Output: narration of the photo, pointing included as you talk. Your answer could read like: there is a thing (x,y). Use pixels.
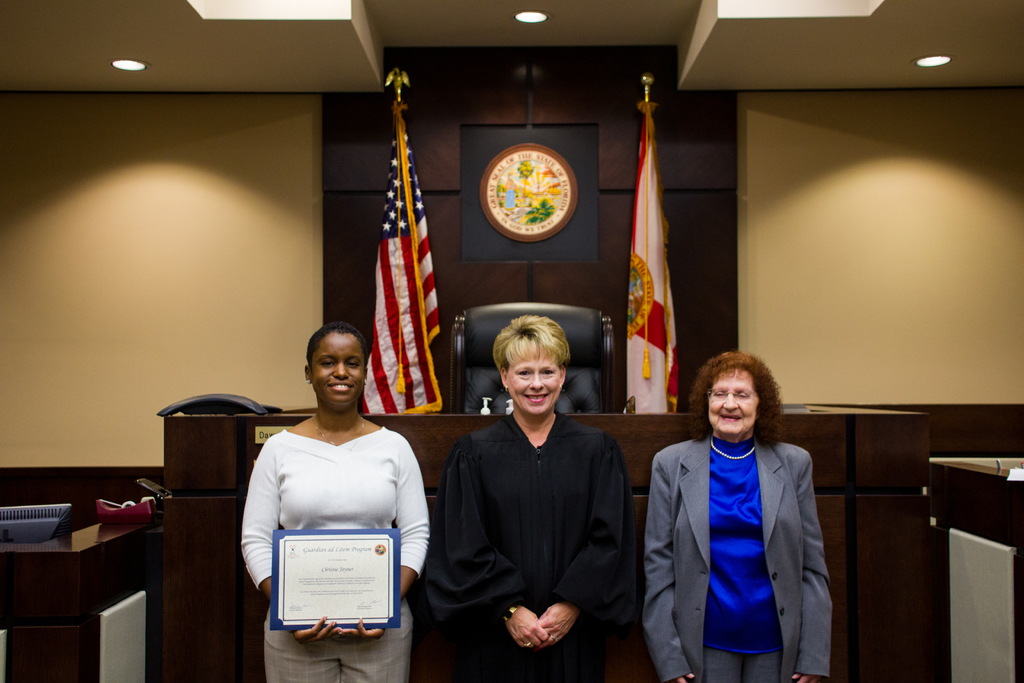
In this image I see 3 women (530,462) who are smiling and this woman (318,433) is holding a white and blue color thing (319,579) in her hands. In the background (549,225) I see the wall (501,236) and I see the flags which are colorful and I see the lights (327,1) on the ceiling (348,51) and I see the logo (537,153) over here.
